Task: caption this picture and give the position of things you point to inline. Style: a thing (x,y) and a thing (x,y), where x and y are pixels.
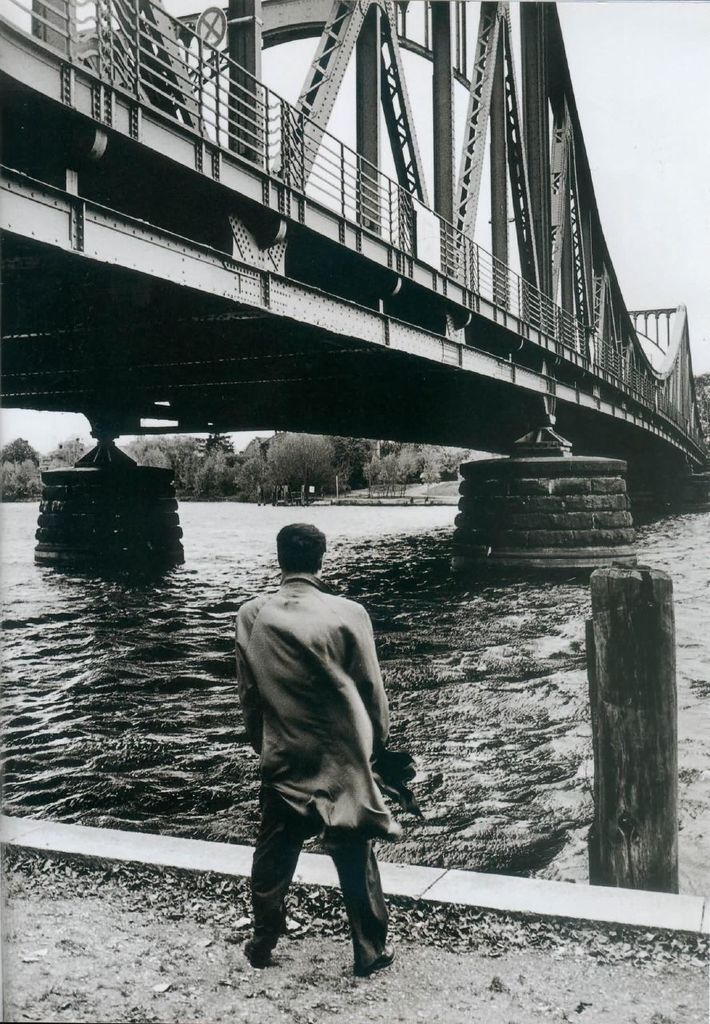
In this picture I can see a person (351,743) is standing. In the background (223,539) I can see water (383,605), trees (406,467) and sky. This picture is black and white in color.
